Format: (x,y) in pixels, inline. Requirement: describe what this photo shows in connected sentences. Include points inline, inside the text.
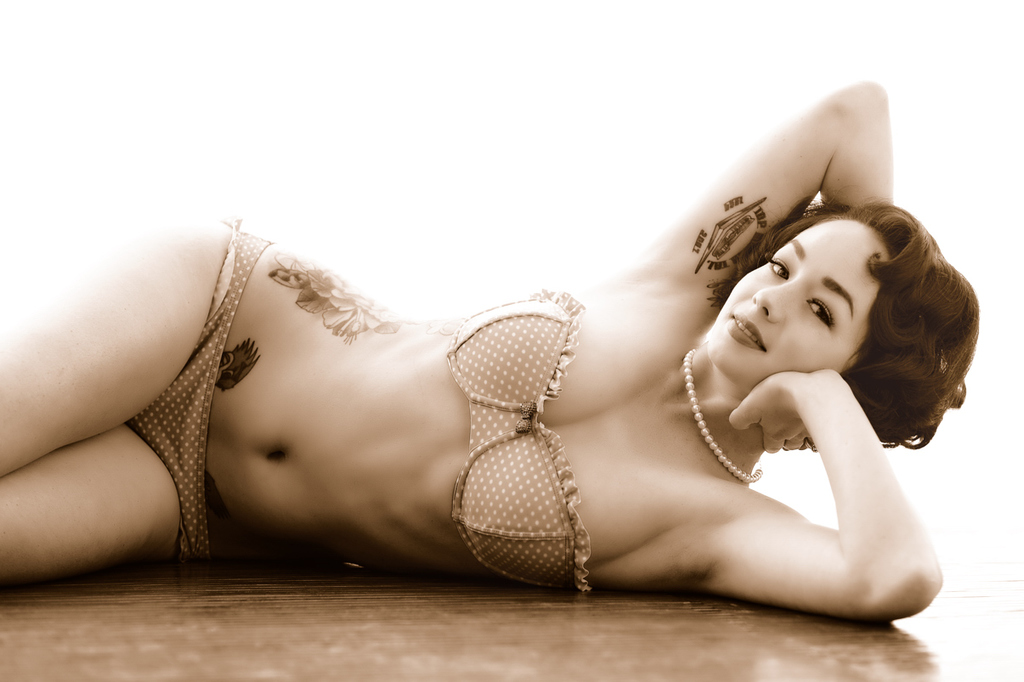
In the foreground of this image (655,506), there is a woman (682,531) laying on a wooden surface (685,613) and there is a white background (523,145).
